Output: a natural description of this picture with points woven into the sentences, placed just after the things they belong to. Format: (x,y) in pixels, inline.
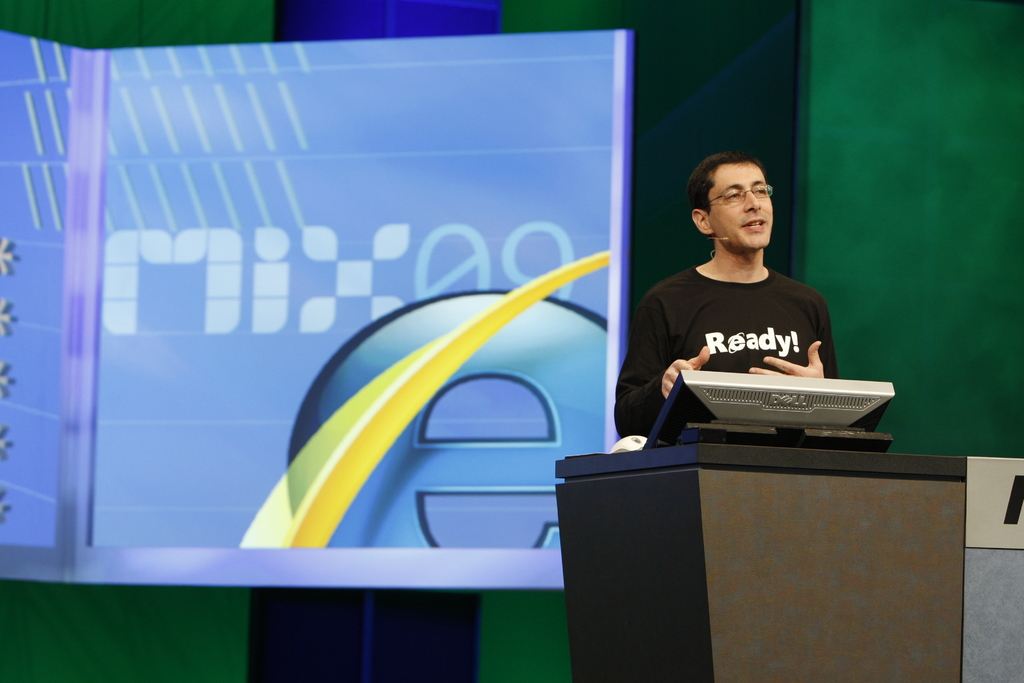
This picture is of inside. On the right (758,243) there is a man (740,247) wearing black color t-shirt (768,300), standing behind the podium (705,497) and talking. There is a monitor (768,401) attached to the podium (860,462). In the background (987,91) we can see the wall (856,86) and a banner (265,192).
